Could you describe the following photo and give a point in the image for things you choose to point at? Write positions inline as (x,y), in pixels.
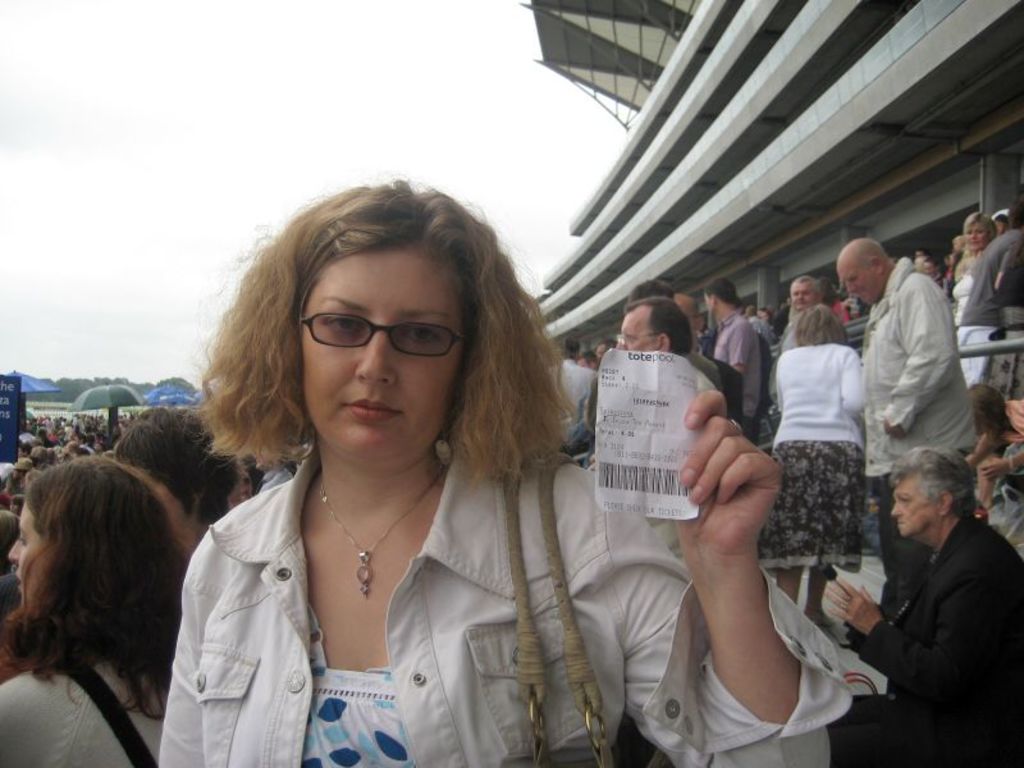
Here we can see a woman (504,429) holding a paper (682,441) with her hand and she has spectacles (407,343). In the background (851,765) we can see crowd (861,544), building (844,127), umbrellas (184,396), trees (183,383), and sky (262,155).
